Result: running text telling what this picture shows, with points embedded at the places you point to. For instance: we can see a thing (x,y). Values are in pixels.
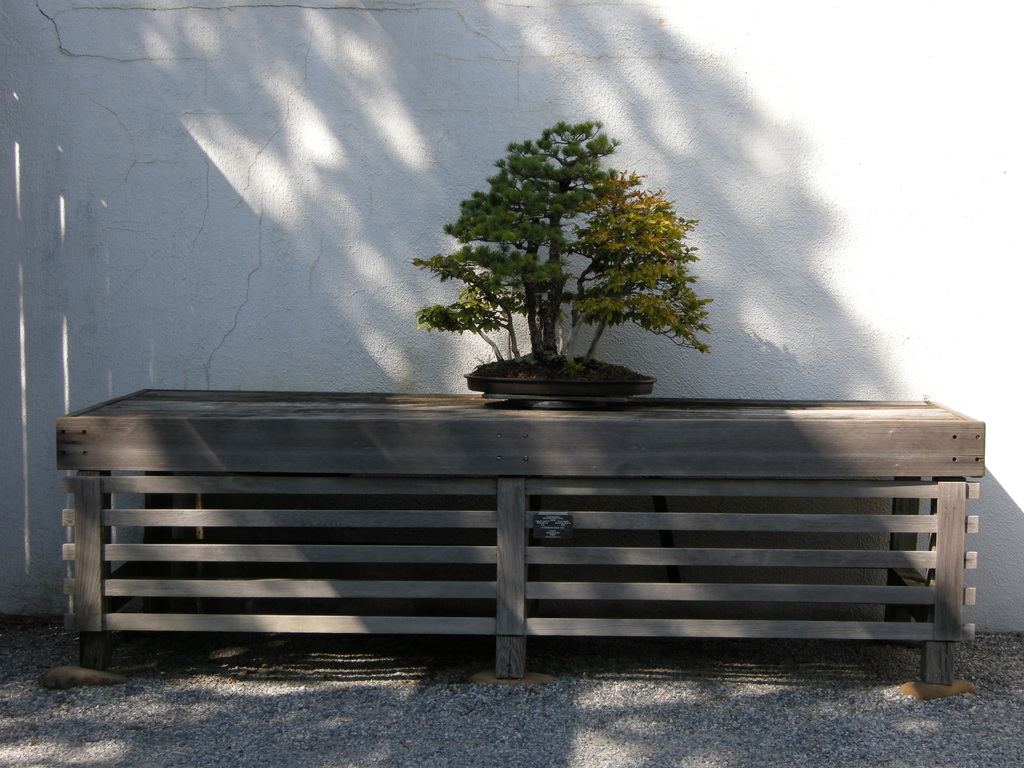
In this image we can see a plant (497,237) on the wooden table (446,418), here is the wall (515,41).
